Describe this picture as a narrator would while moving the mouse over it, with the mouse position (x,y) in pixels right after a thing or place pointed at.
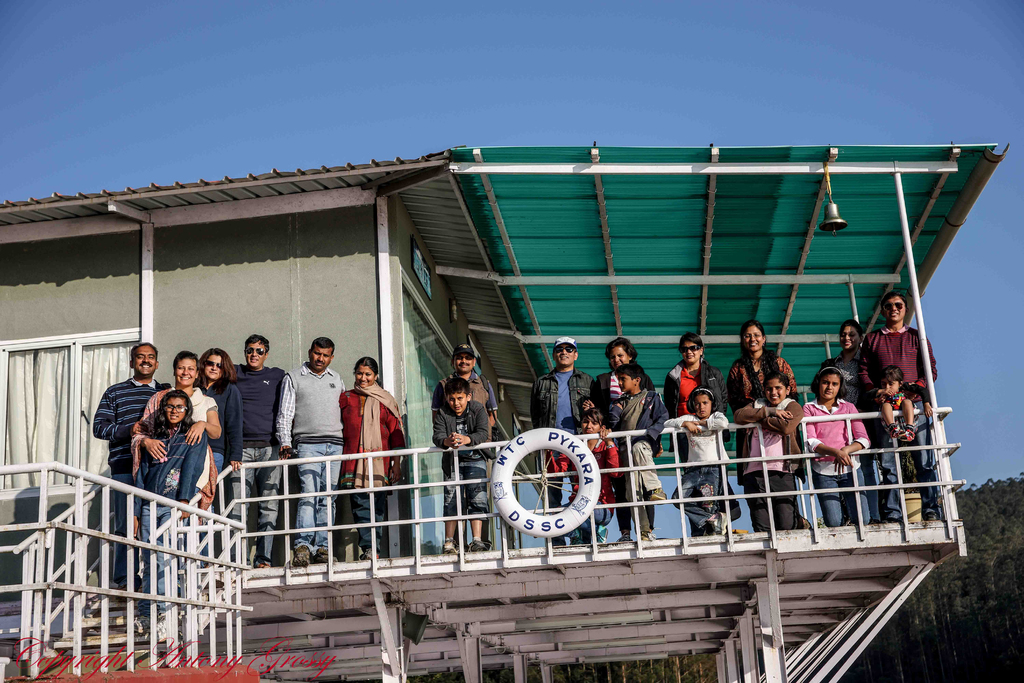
In the picture we can see a house (200,677) with a top floor (728,582) with a railing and behind it, we can see some people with their children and behind them, we can see a wall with glass window (61,411) and curtain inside it and beside it, we can see a green color shed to the house (184,674) with poles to it and a bell (829,207) hanged for it and under the house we can see some poles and behind the house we can see trees (968,502) and behind we can see a sky (82,96).
